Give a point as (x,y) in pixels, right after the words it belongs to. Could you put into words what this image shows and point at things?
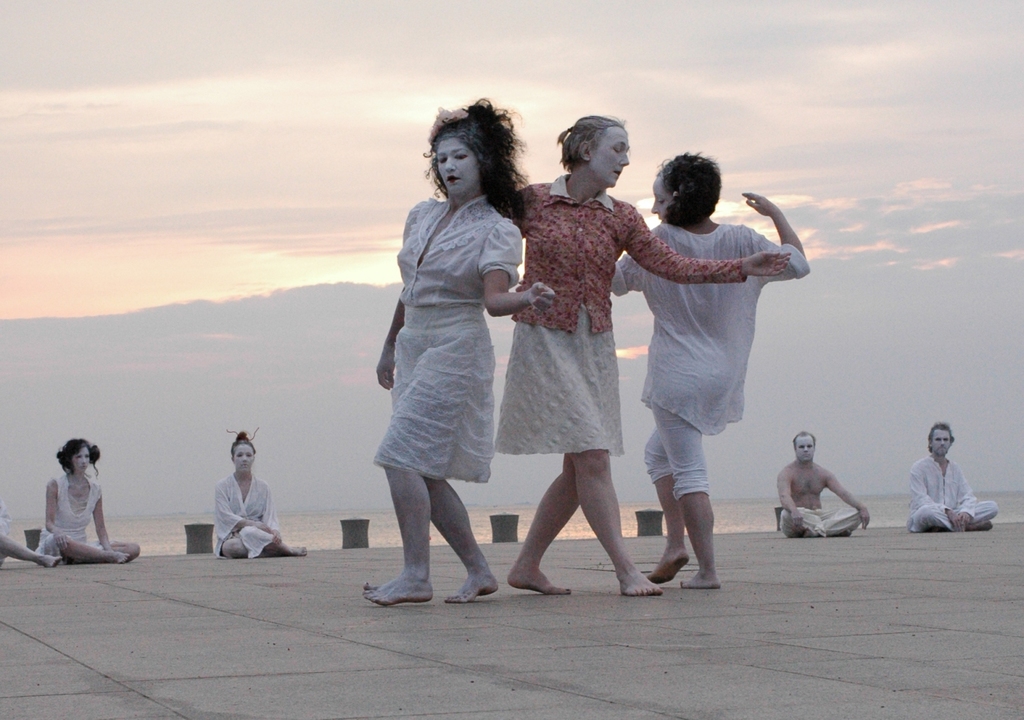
Here in this picture, in the middle (475,281) we can see a group of women (558,316) with face paint (460,191) dancing on the ground (387,576) and behind them we can see some people (95,492) sitting on the ground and they are also having face paint (235,460) and we can see clouds (197,472) in the sky (393,238).
